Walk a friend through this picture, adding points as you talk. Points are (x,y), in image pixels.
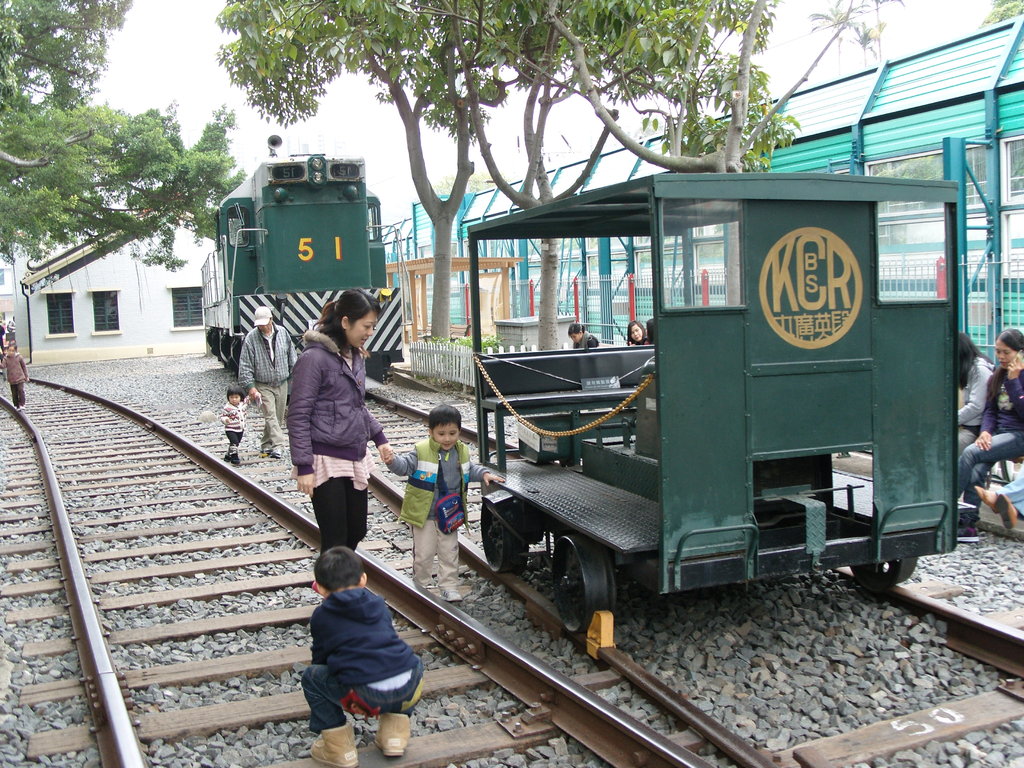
In this image we can see the parts of a train (526,450) on the track (482,554), there are some people (367,479), among them some are walking on the tracks (317,544) and some are sitting, there are some trees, windows (972,200), houses (70,302), poles (947,161), shed (983,259) and the sky (568,124).
